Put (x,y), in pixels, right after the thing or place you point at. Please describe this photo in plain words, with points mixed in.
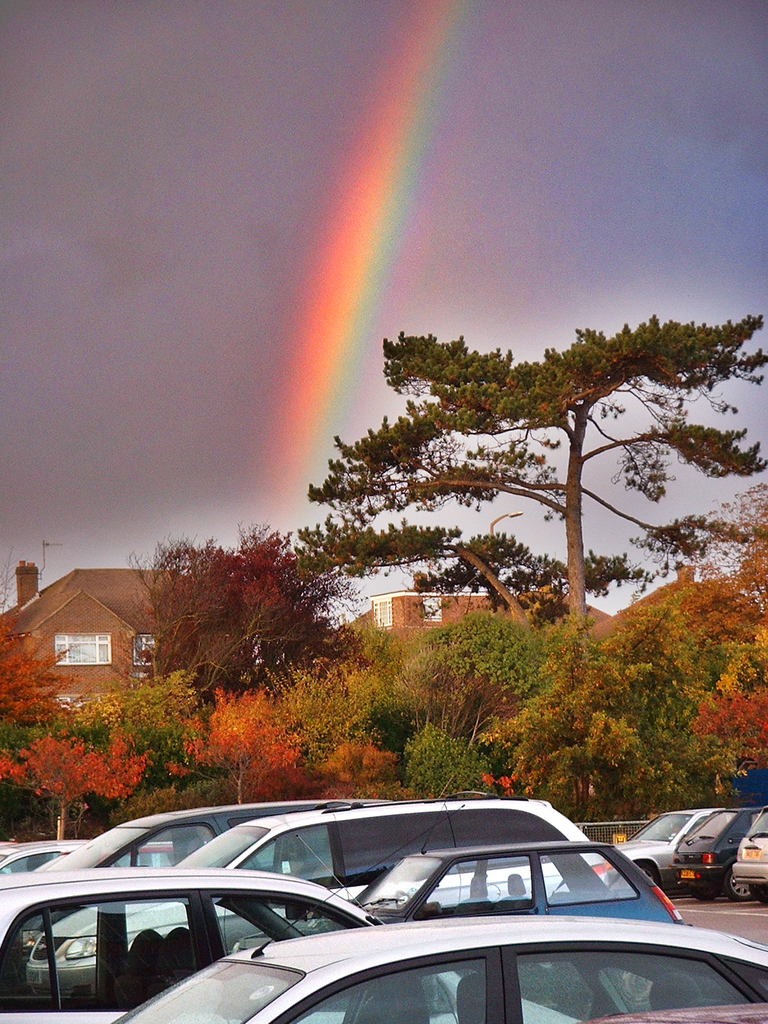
In the picture we can see some cars (301,855) are parked and behind it, we can see some trees (9,678), buildings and the sky (150,416) with a rainbow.
